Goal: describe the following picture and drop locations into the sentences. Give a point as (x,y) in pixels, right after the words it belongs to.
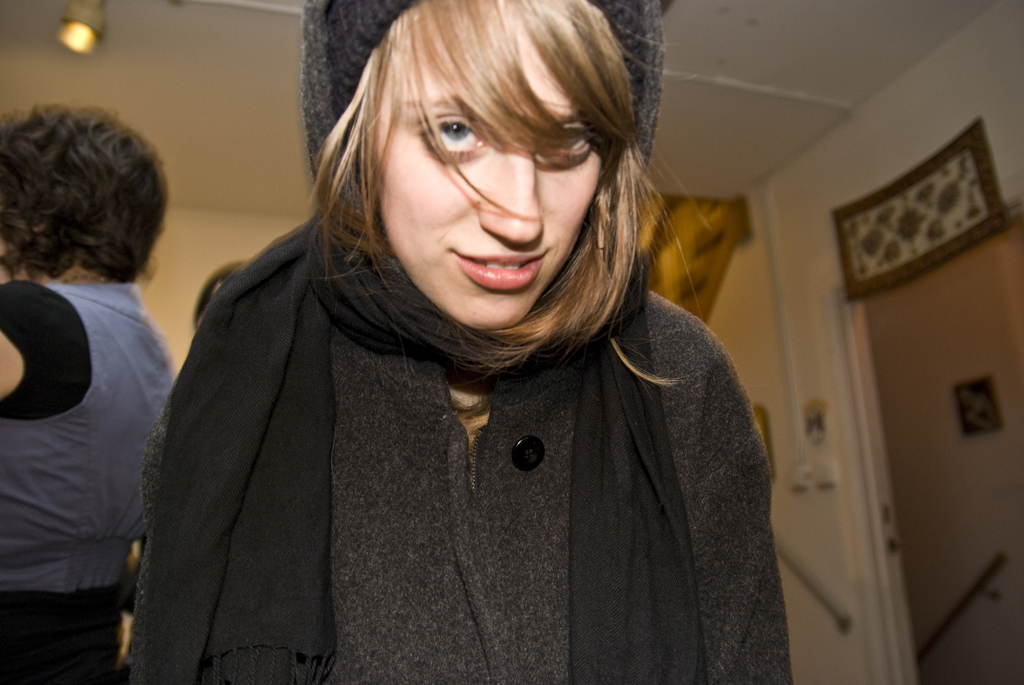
In this image I can see a woman (559,454) in the front (517,491), wearing a black dress (517,491). There is another person (91,246) on the left (48,145). There is a light (85,46) at the top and a door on the right (947,485).
